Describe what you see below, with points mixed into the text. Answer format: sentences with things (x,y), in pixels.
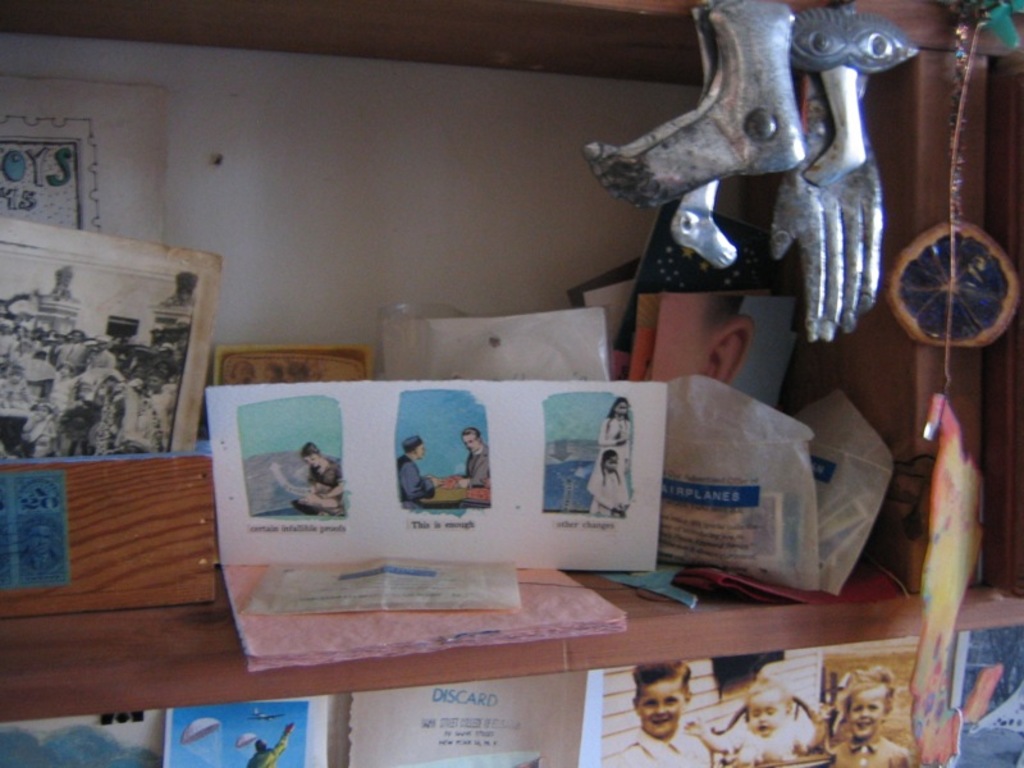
In this image there is a wooden rack (397,47). In the rack (28,637) there are papers (403,401), envelopes (731,539), photographs (686,697) and posters (264,445). To the left (83,556) there is a wooden box (72,573) in the rack (101,620). In the top right (773,148) there are sculptures (835,123) on the rack (392,681). In the background (424,134) there is the wall (366,212).
